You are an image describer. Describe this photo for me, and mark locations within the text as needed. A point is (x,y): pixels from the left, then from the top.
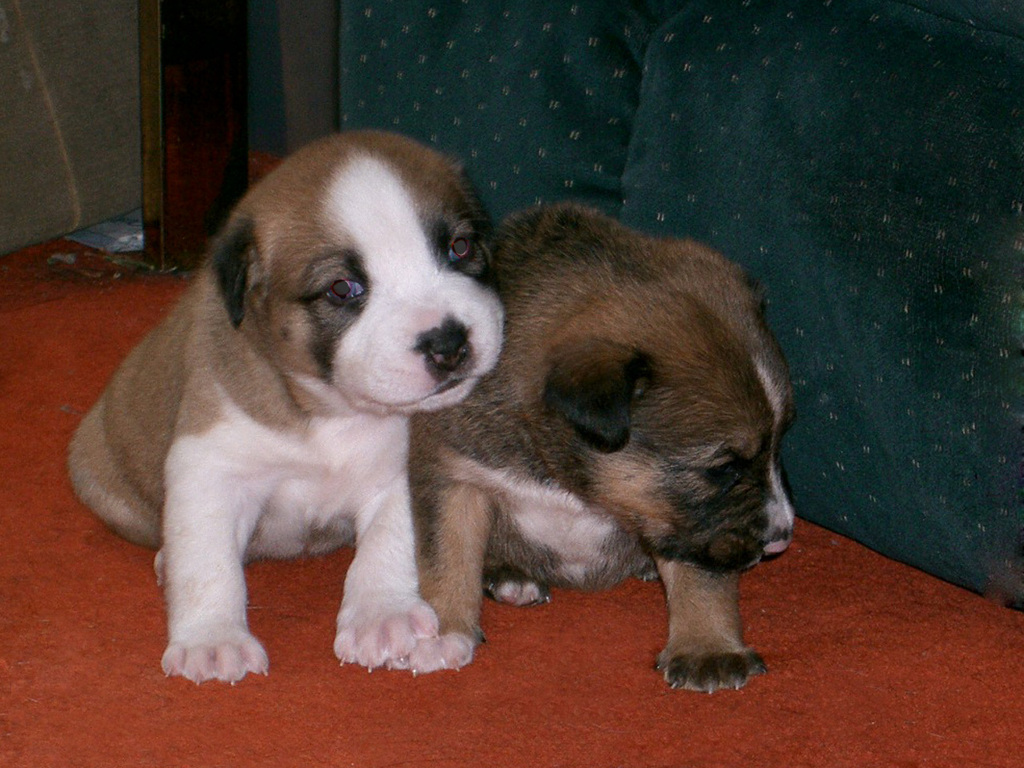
In this image I can see an orange colour thing (27,558) and on it I can see few puppies (477,450). I can see colour of these puppies (374,409) are white and brown. On the right side of this image (863,145) I can see few green colour things (548,99) and on the left side (62,191) I can see an object (112,194).
